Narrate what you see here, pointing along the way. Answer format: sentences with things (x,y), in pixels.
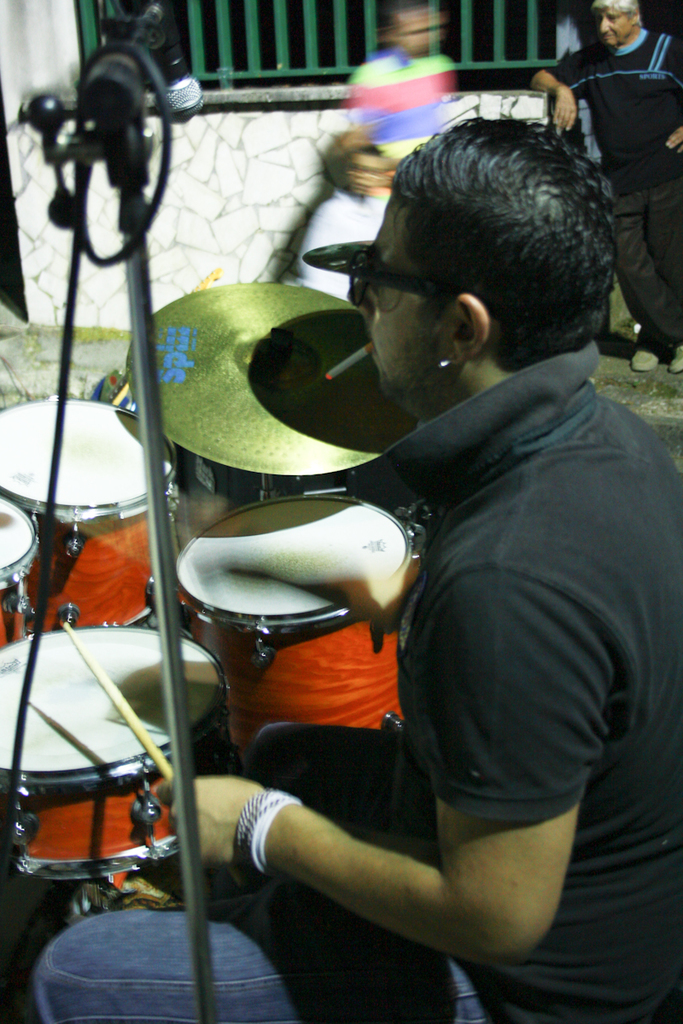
This person (573,486) is playing this musical instruments (156,675) with stick (128,711) in-front of mic (154,56). Far these persons (403,81) are standing.
